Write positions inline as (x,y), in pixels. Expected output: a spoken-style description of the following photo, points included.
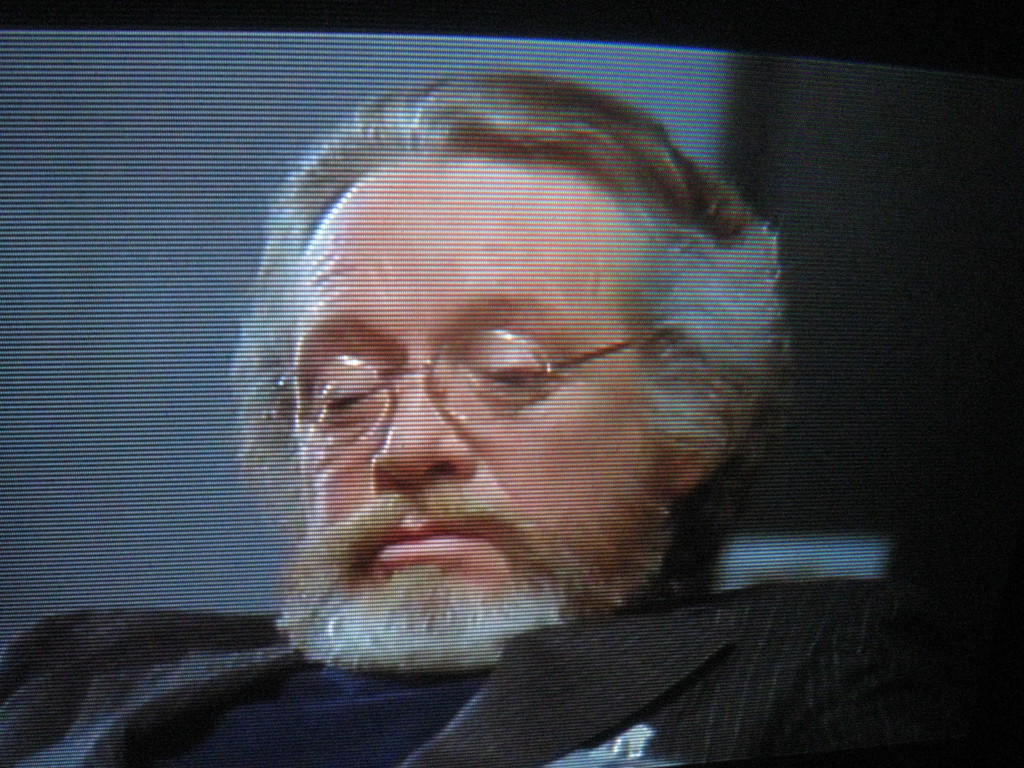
In the image there is a man (359,569) in the foreground (379,612), he is wearing a blazer (568,634) and spectacles (615,349).
